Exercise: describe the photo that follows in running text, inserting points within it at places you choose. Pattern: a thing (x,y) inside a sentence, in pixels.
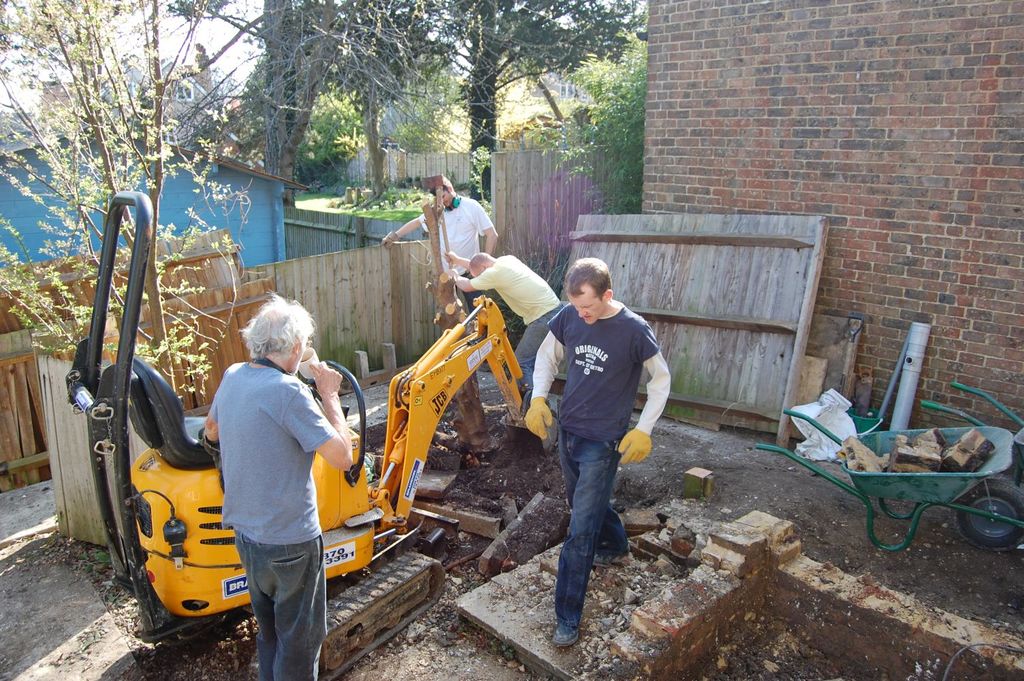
This picture describes about group of people (580,406), beside to them we can find a vehicle (186,443) and a cart (1001,467), in the background (993,420) we can see few houses (910,275), fence (412,166) and trees (235,99).
